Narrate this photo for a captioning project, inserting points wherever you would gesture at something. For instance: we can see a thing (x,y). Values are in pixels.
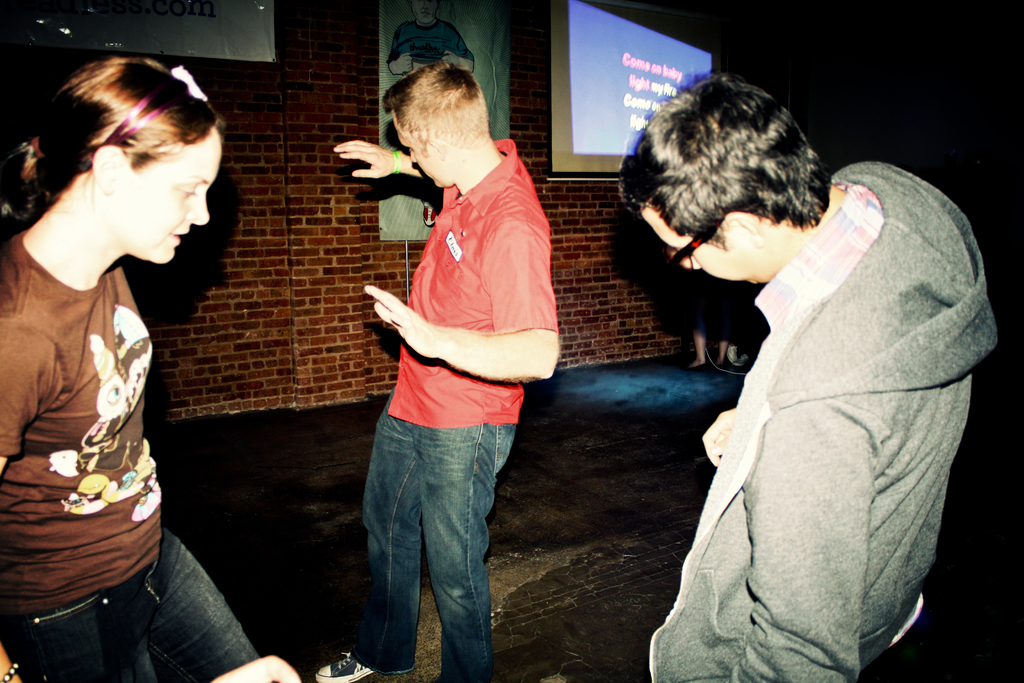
In this picture we can see few people (453,92), in the background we can see few posters (413,207) on the wall (376,242), also we can find a projector screen (580,134).
